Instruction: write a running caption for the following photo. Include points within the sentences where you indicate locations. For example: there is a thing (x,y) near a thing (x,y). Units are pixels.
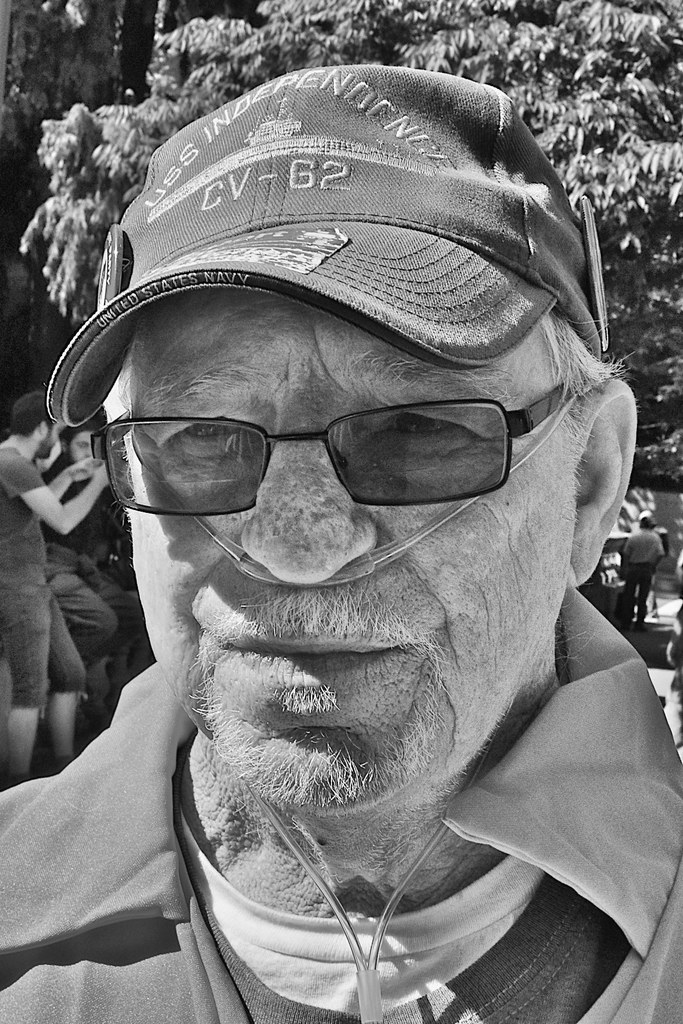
This is a black and white and here we can see a person (215,327) wearing glasses (413,448) and a cap (517,313). In the background (67,74), there are trees (34,257) and we can see some people (631,579).
